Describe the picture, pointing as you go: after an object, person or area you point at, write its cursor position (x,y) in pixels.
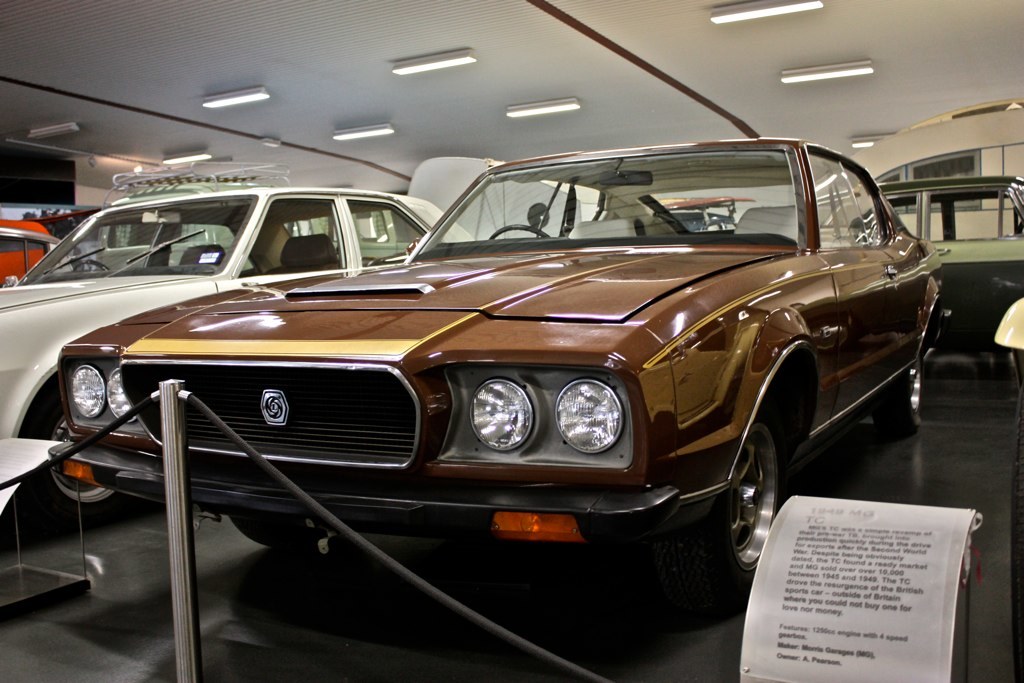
In this image we can see cars (539,464) on the floor (82,651). Here we can see a pole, ropes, information board (815,647), and an object (43,536). In the background (105,146) we can see ceiling (364,56) and lights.
